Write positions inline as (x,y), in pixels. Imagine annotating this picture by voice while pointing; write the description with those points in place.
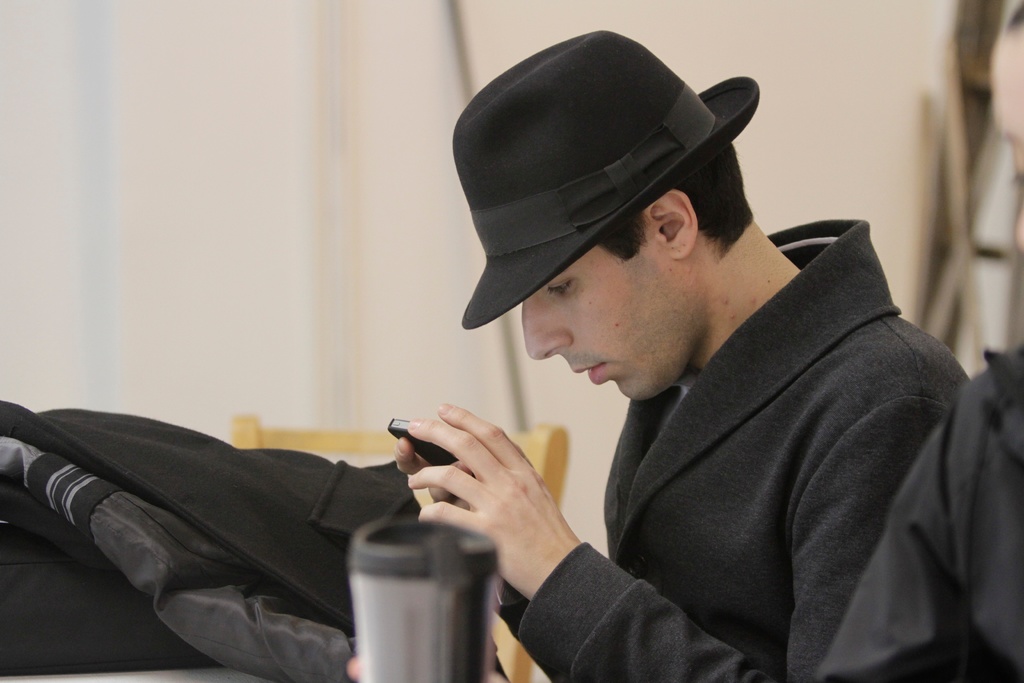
In this picture there is a man (423,466) holding a mobile phone (440,453) wearing a hat (572,193) on his head (620,285). In the background (328,445), there is a chair (324,445) and a curtain (255,248) here.
